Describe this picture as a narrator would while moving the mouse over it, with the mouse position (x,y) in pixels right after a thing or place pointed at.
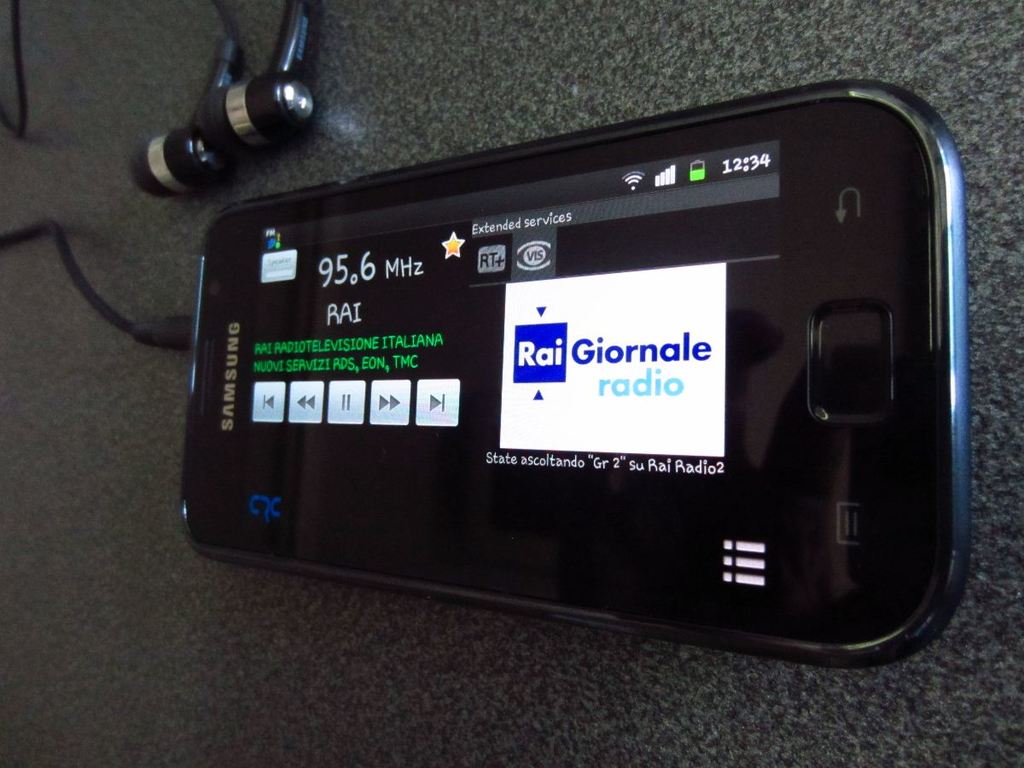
In this image we can see a device (641,452) with screen (621,481) on which we can see some text (385,344) is placed on the surface (138,471). At the top left corner of the image (228,88) we can see earphones (291,50).
